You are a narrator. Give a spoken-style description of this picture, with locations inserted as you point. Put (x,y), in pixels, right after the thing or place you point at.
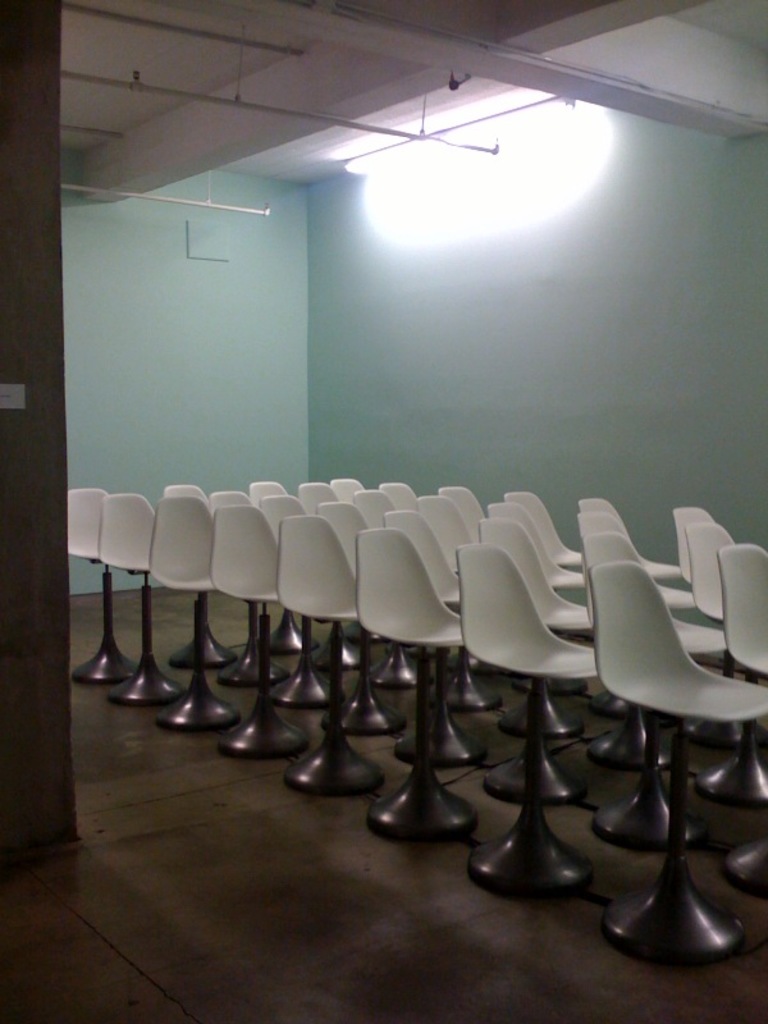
In this picture I can see there are some empty chairs (468,596) here and there is a wall (585,339) in the backdrop (568,352) and there is a light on the ceiling (584,60).
